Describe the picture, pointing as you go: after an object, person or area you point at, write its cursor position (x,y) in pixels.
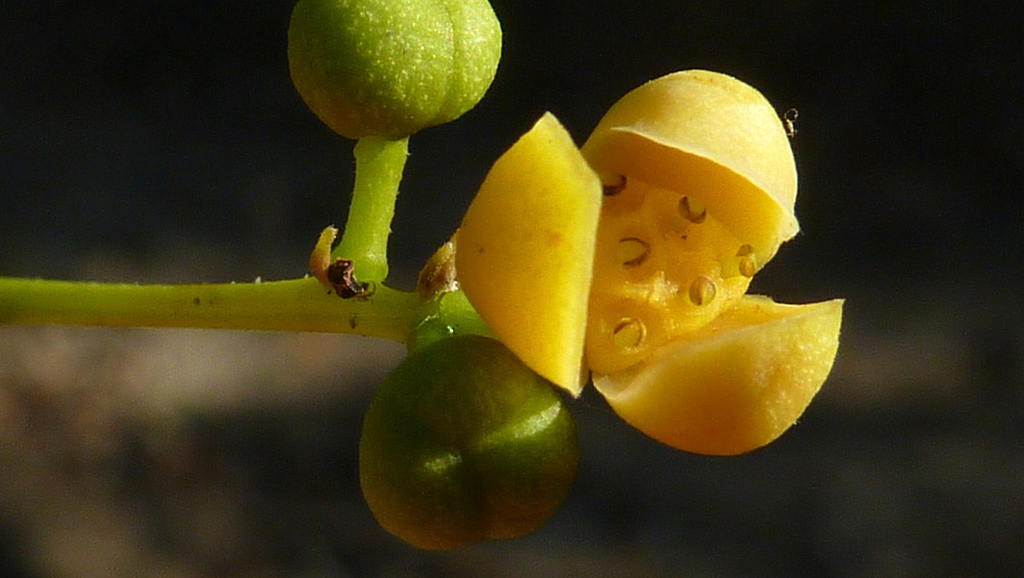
There is a flower (601,334), stem (413,296) and buds (472,343) in the foreground area of the image (514,365) and the background (224,270) is blurry.
